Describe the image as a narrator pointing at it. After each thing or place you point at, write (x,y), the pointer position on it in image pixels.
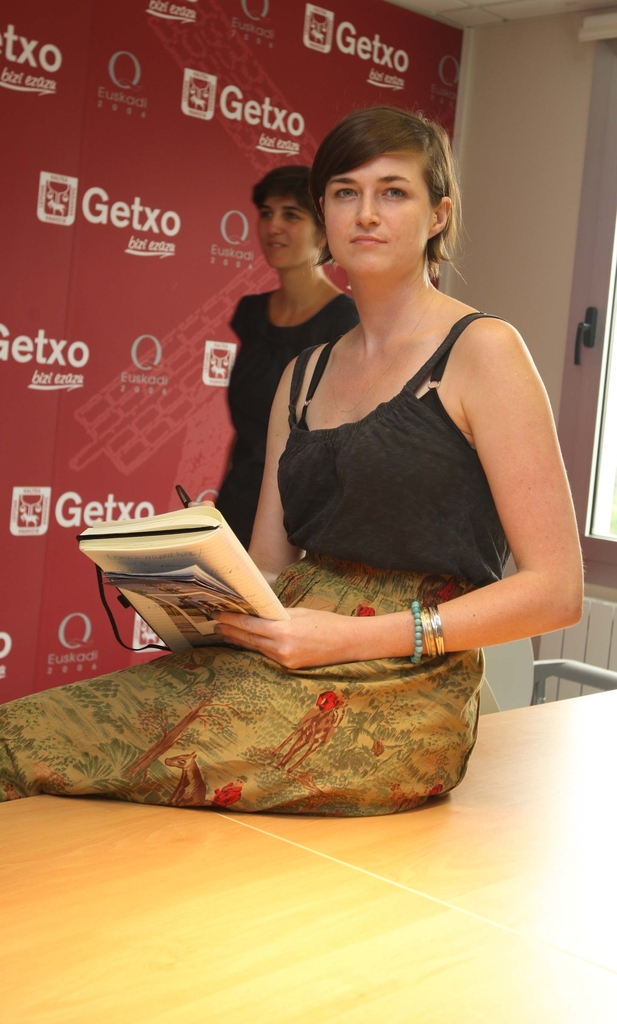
In this image I can see a person (222,739) sitting on a table (368,834). There is another person (243,349) in the background (245,338). Also there is a banner (114,223) with company name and logos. In the right side of the image (591,246) it looks like a window (588,339).
